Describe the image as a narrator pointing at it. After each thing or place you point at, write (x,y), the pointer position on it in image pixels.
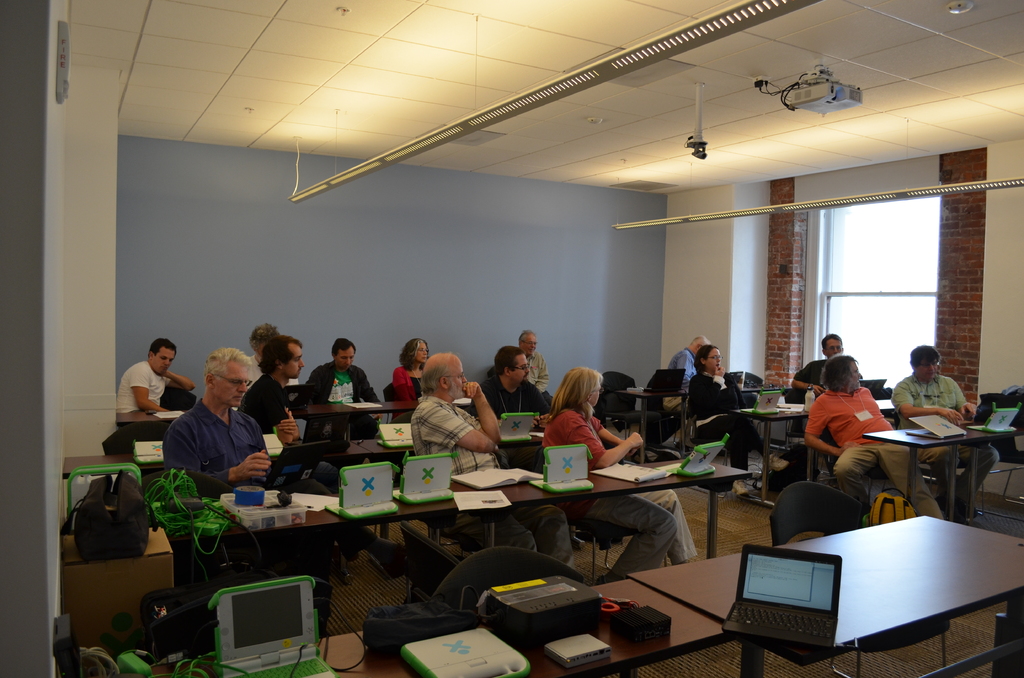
There are persons (147,365) in different color dresses (869,407) sitting on chairs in front of the tables (504,444), on there are some objects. On the right side (784,572), there is a laptop (809,572) and other objects (555,638) on the tables (854,570). In the background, there is a wall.
